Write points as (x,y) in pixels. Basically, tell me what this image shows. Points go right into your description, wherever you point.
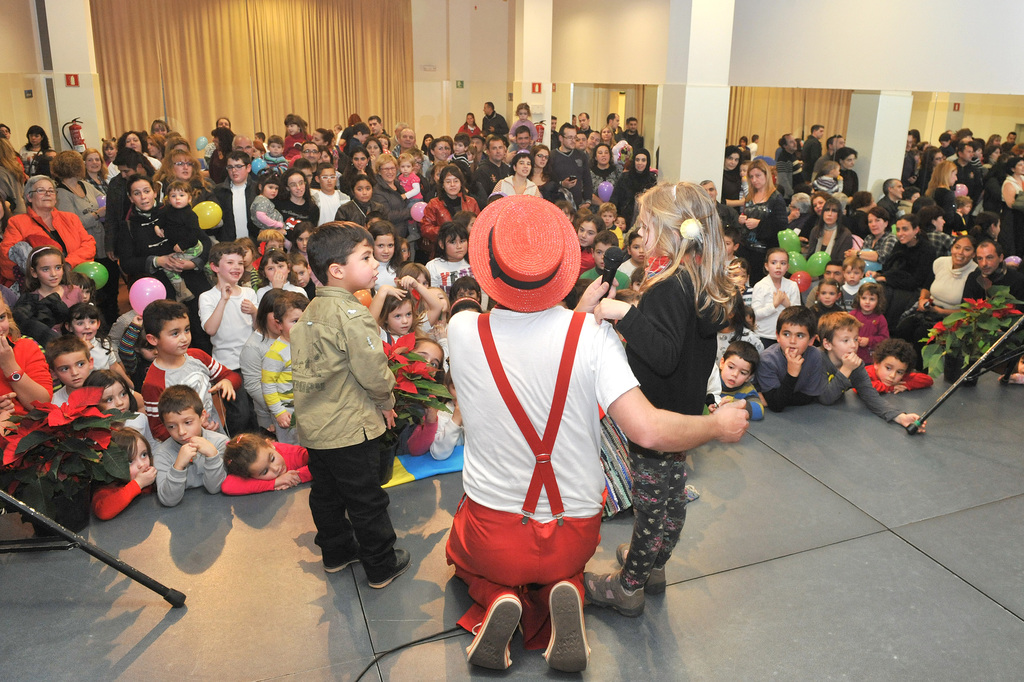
In this picture I can see a person (482,651) with a hat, there are group of people (350,187) standing and sitting, there are plants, there is a fire extinguisher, there are curtains (94,1) and pillars (679,0).
